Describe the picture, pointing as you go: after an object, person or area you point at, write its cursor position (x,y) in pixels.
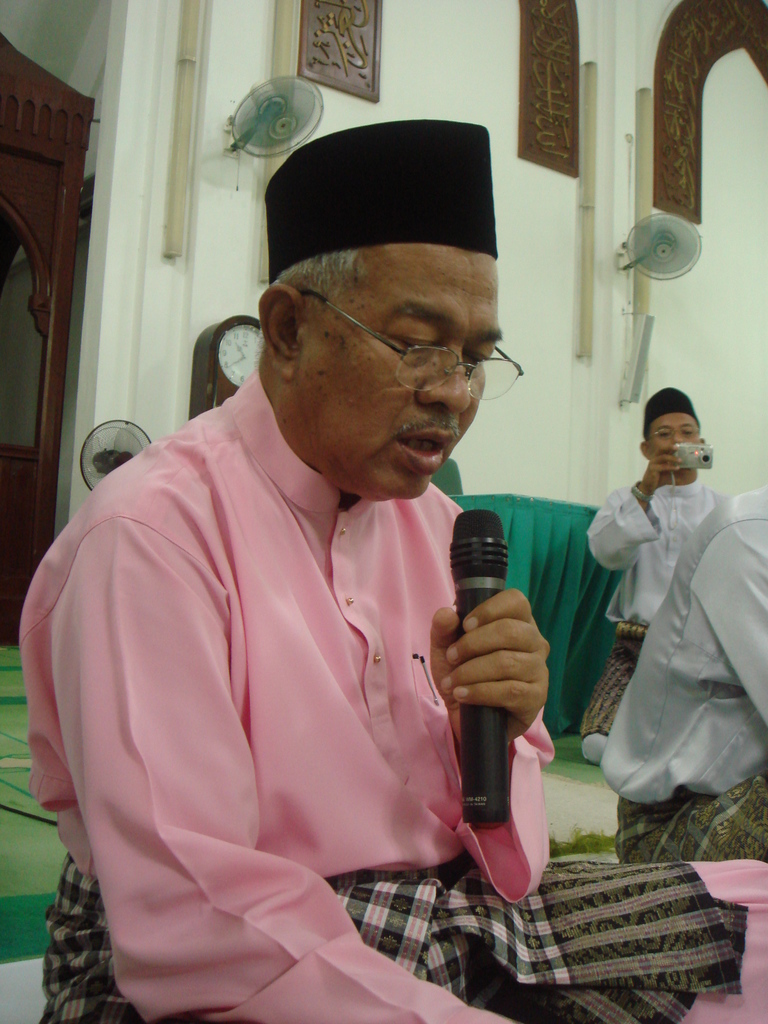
In this picture there is a man (152,530) who is sitting on the floor (25,979) in the center of the image (383,543), by holding a mic (459,545) in his hands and there are other people (671,477) on the right side of the image (643,446), there are fans (678,261) at the top side of the image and there is a door (17,535) on the left side of the image (13,438).
